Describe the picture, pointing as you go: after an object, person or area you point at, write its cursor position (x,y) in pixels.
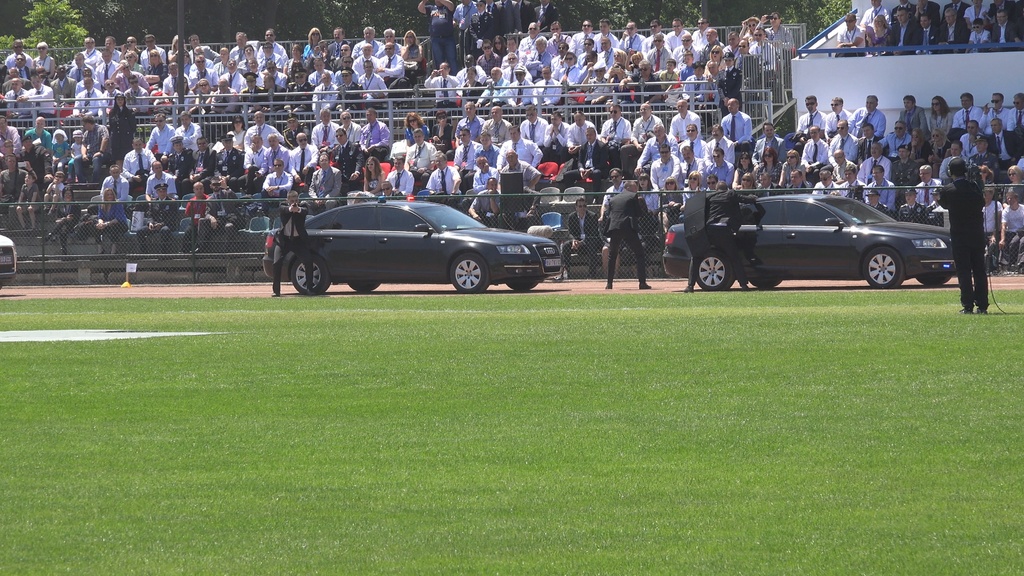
In this image we can see some cars (335,266) on the ground (343,363). We can also see grass (458,490) and some people (286,237) standing beside the cars (315,220). On the backside (430,152) we can see a group of people (473,156) sitting beside the fence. We can also see some poles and a group of trees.
